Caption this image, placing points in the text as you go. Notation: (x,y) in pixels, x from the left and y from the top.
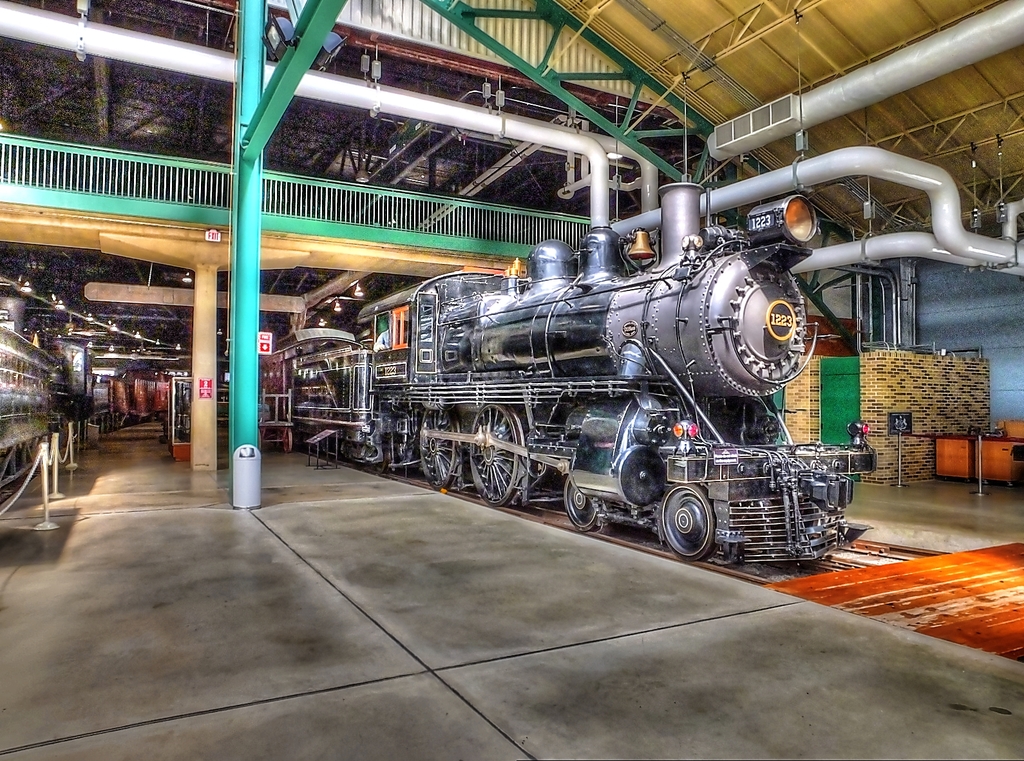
In this picture we can observe a rail engine (550,421) on the railway track (842,552). This engine (506,398) is in silver color. We can observe green color pillar (248,252). There is a green color railing (110,198). We can observe white color pipes (549,133) in this picture. There are some poles (55,453) on the left side (41,476). In the background (20,282) there are some lights (92,319).
